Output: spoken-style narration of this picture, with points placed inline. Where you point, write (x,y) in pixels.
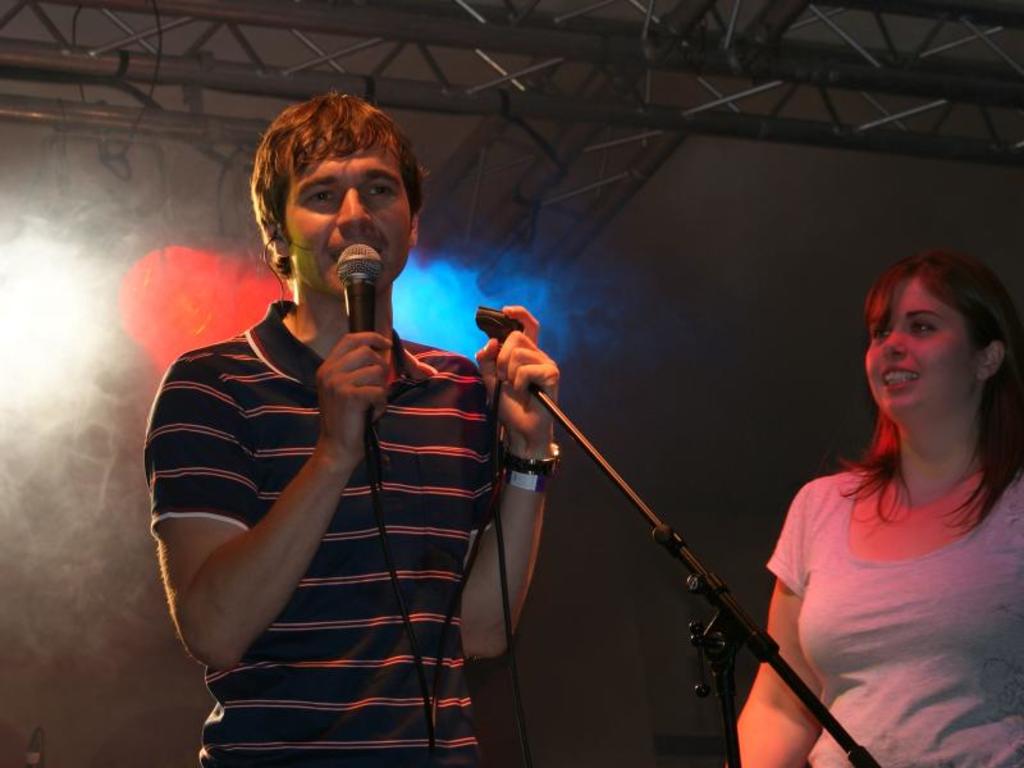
In this image I can see a man (332,761) standing, he is holding a microphone (355,320) and its stand (610,479). A woman (798,605) is standing on the right (817,614). There are blue, red and white lights (167,309) at the back (103,305) and there is smoke (103,305).
